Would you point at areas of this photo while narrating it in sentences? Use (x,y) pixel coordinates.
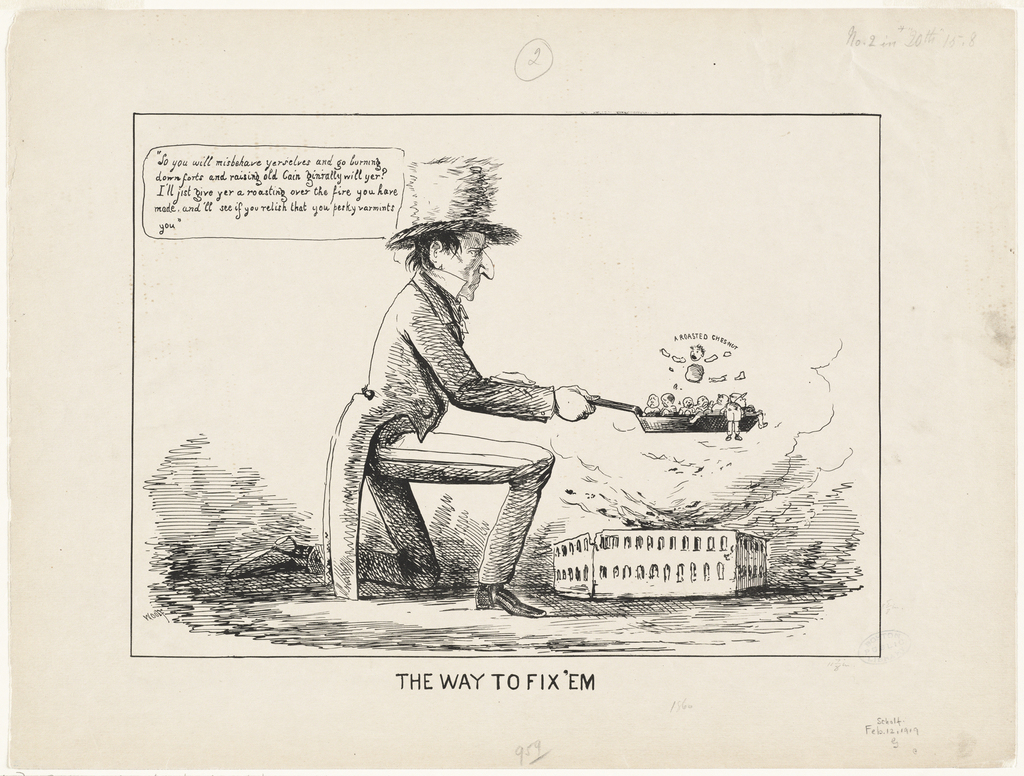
There is a poster (586,396) having a painting (563,210) of a cook (465,197) who is holding a pan (712,428), on which there are persons (695,368), below this pan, there is a building (559,576) on the ground (362,638). And this poster (264,198) is having some texts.
